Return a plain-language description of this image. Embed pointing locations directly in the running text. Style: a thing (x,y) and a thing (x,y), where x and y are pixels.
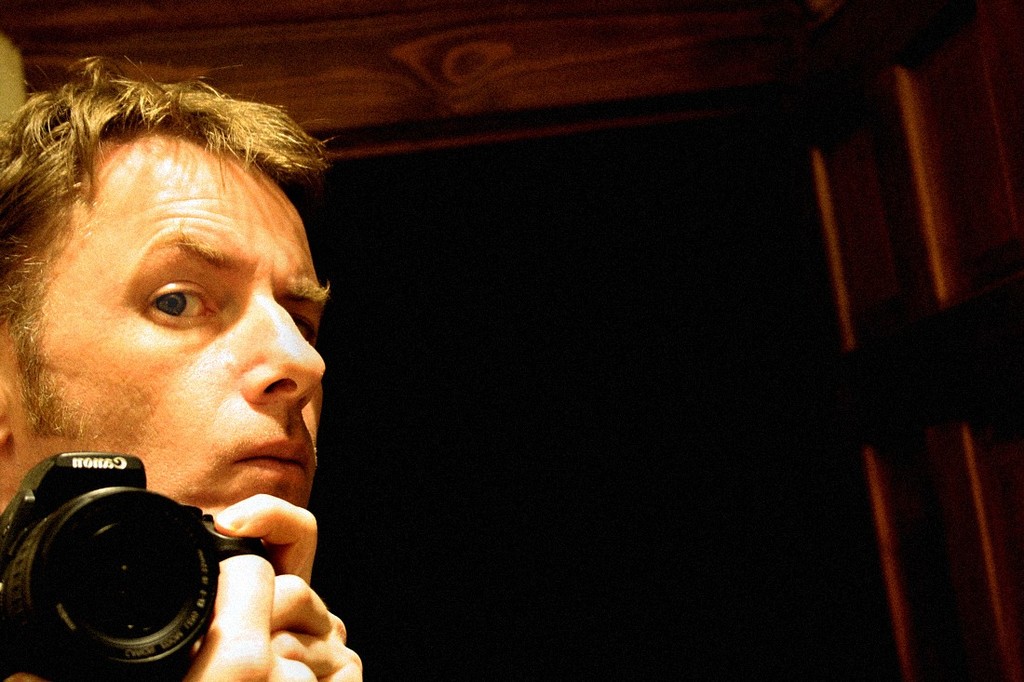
In this picture we can able to see a person (273,377) is holding a camera (163,575).
